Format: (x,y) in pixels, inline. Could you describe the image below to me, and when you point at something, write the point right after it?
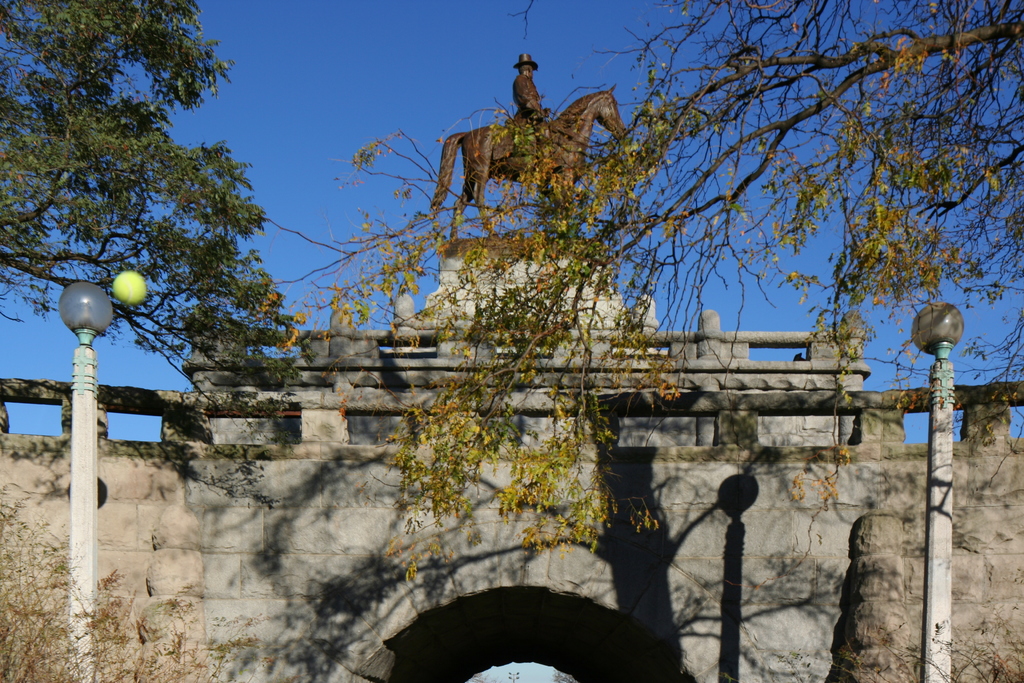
In this image in the center (399,431) there is one wall (275,454) and on the wall (102,559) there is one statue (505,161), on the right side (942,476) and left side (99,307) there are two poles (85,505) and ball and also there are some trees (869,112). On the top of the image (352,116) there is sky (352,116).
